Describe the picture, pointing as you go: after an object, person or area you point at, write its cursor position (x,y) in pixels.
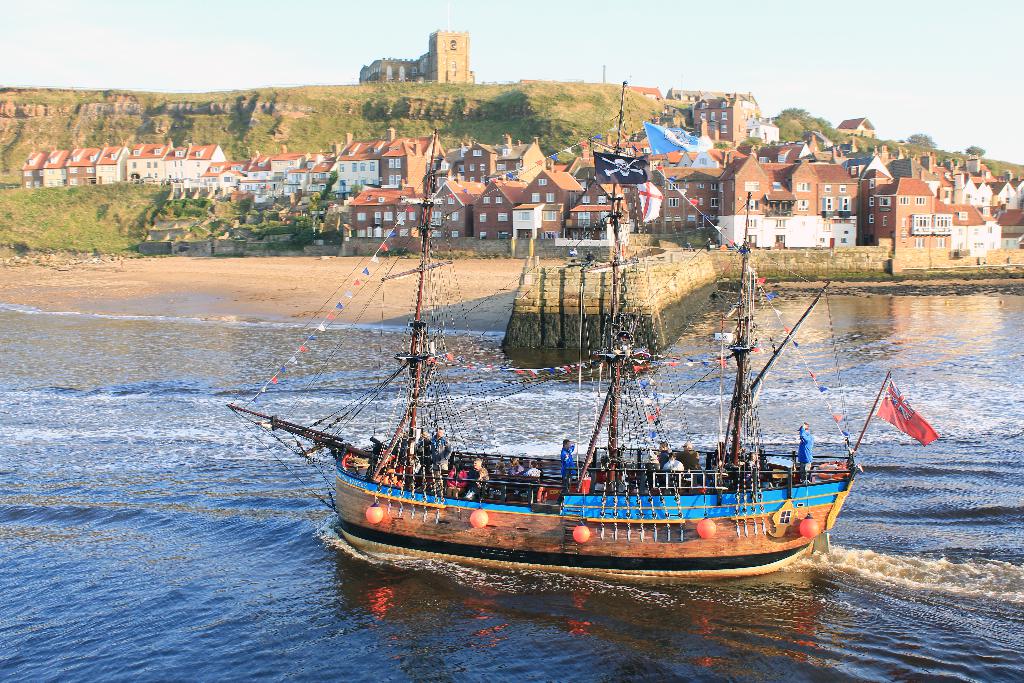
In the image we can see a boat (678,535) in the water (489,395), in the boat (671,534) there are people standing and some of them are sitting. Here we can see the flag (889,413), poles (854,453) and rope (446,411). Here we can see the sea (250,623), buildings (812,196) and these are the windows (829,203) of the building (817,207). We can even see the sandhill (518,94) and pale blue sky (880,58).
